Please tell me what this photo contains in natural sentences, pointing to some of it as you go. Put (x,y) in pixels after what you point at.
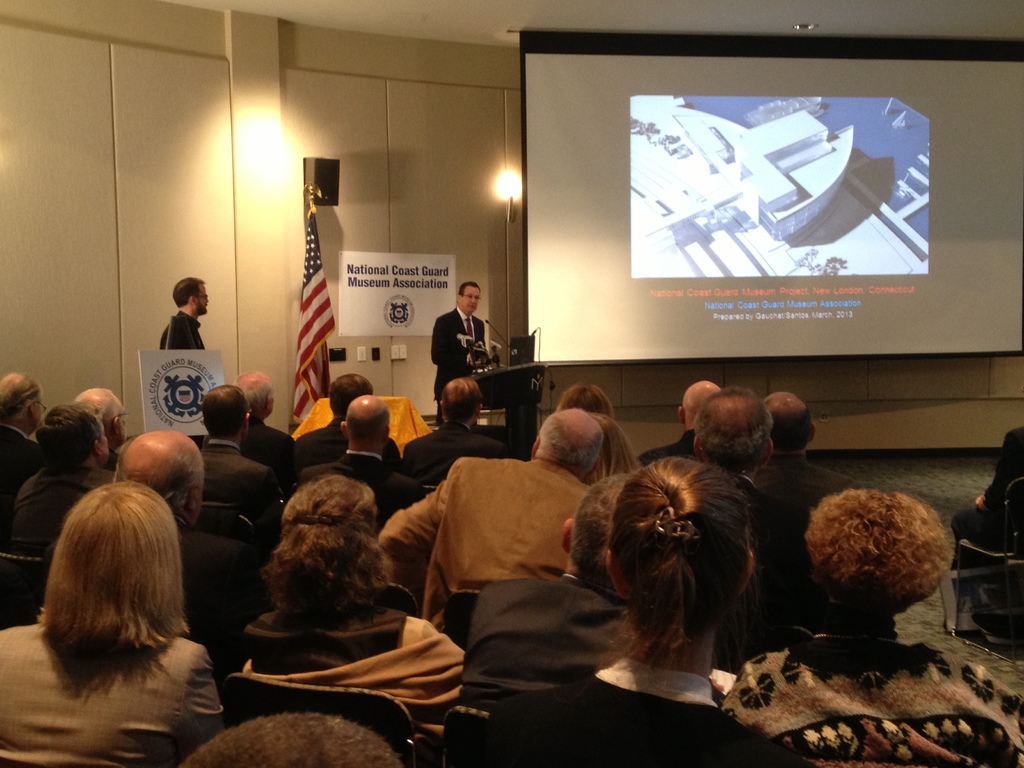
In this picture I can see people (467,483) sitting on the chairs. I can see the podium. I can see the microphone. I can see the flag (328,388). I can see the screen (634,262). I can see the lights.
